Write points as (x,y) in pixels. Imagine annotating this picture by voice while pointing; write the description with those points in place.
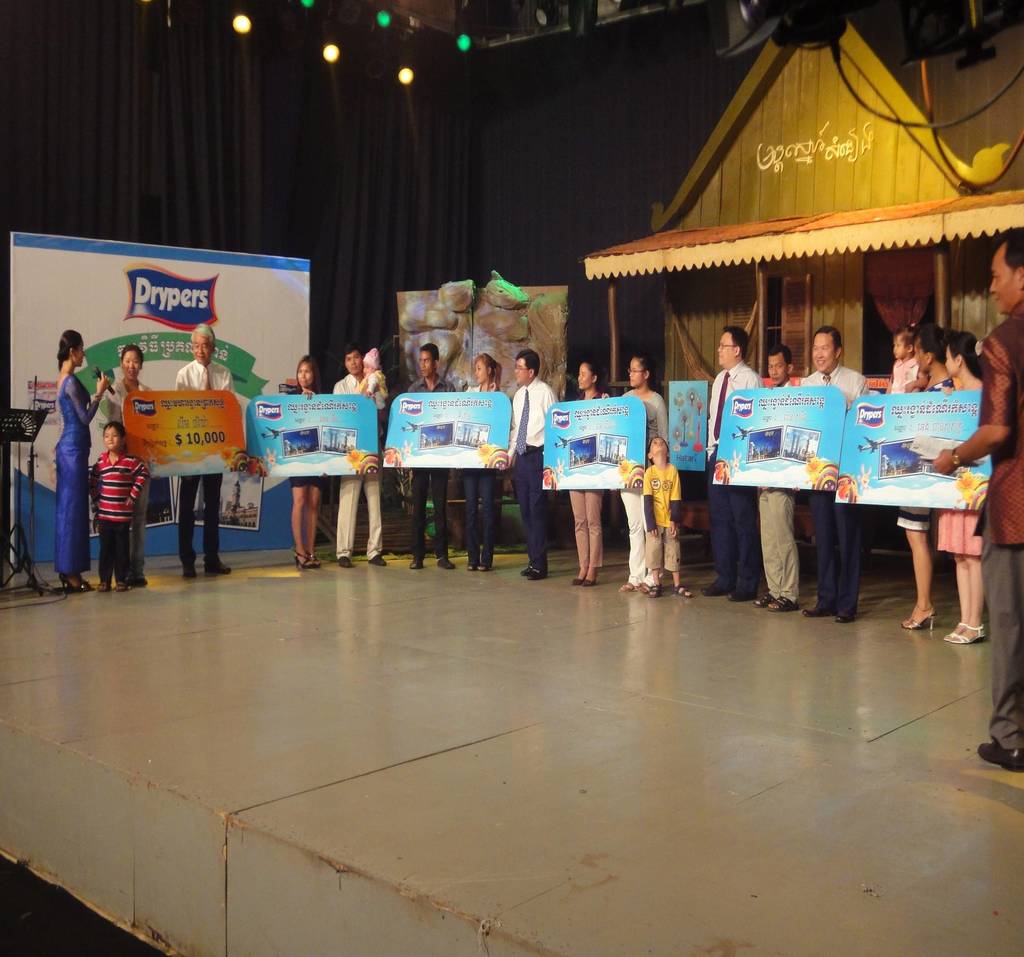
In this picture we can see a group of people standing on the stage (435,708), some people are holding posters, one woman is holding a mic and in the background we can see a banner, curtain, wall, lights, poles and some objects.
